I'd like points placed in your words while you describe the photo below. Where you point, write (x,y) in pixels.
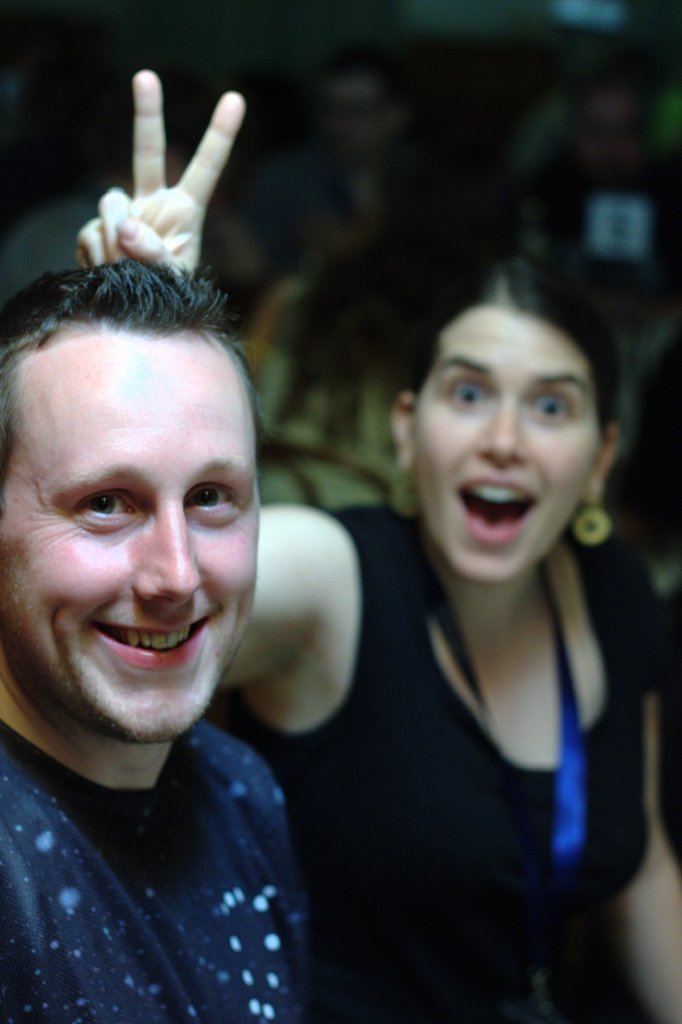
In this image I can see on the left side (101,764) a man (105,804) is smiling, he wore t-shirt (147,912). On the right side (583,345) a woman (517,308) is showing her two fingers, she wore black color top (449,860).
